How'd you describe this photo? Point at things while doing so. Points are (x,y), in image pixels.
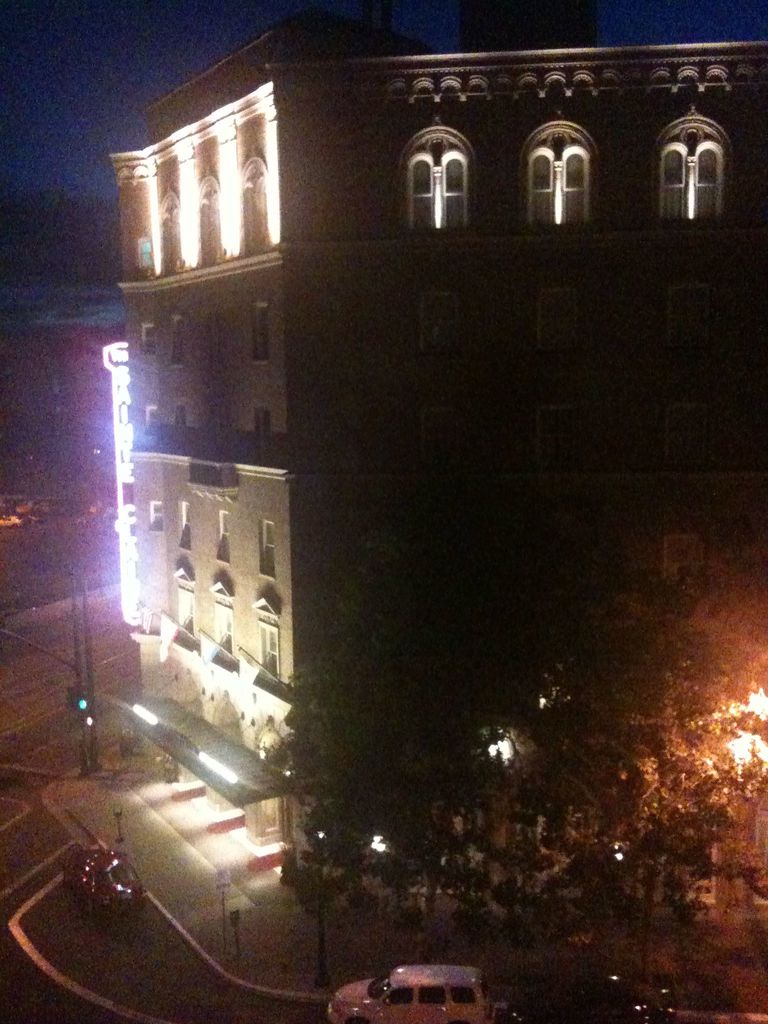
in the middle (349,364) it is a house (417,377), in the right side (655,702) there are trees (603,691). In the down side few vehicles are moving on this road (130,991).
